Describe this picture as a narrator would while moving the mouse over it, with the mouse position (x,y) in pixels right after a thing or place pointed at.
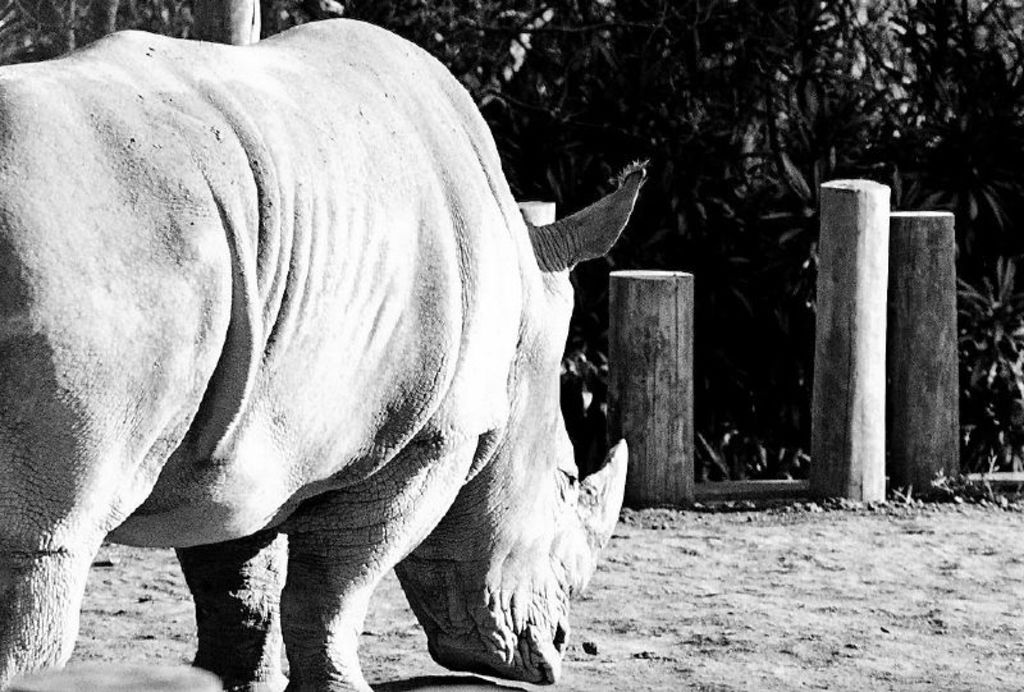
In this image we can see an animal (552,525) on the ground (778,563) and in the background (808,461) there are wooden poles (837,366) and trees (740,73).
